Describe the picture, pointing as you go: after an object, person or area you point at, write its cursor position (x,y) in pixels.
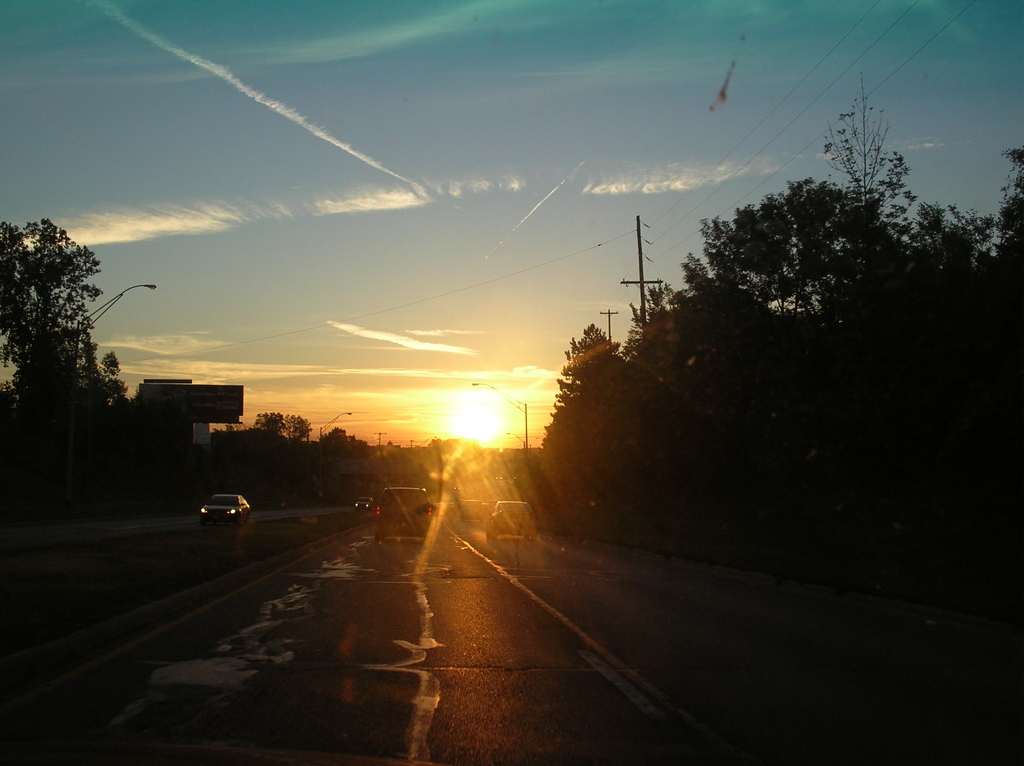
There are vehicles (508,502) on the roads (307,621) which are having a divider (335,528). On both sides of these dividers (287,525), there are trees (51,356). In the background (508,385), there is a sun (472,398) and there are clouds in the sky (480,66).
